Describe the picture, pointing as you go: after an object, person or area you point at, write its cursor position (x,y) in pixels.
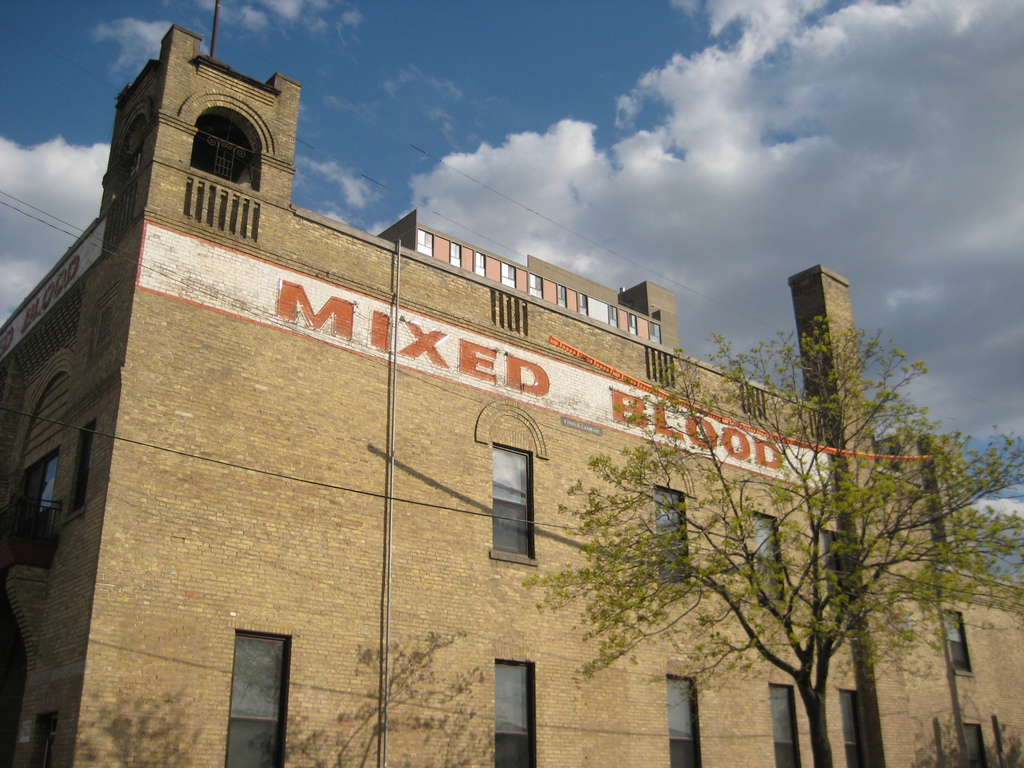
In this picture there is a brown color brick building (237,541) with some glass windows (520,493). On the top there is a mixed blood is written with arch (202,112) and balcony (219,206). Above we can see the sky (518,115) and clouds (527,190).
